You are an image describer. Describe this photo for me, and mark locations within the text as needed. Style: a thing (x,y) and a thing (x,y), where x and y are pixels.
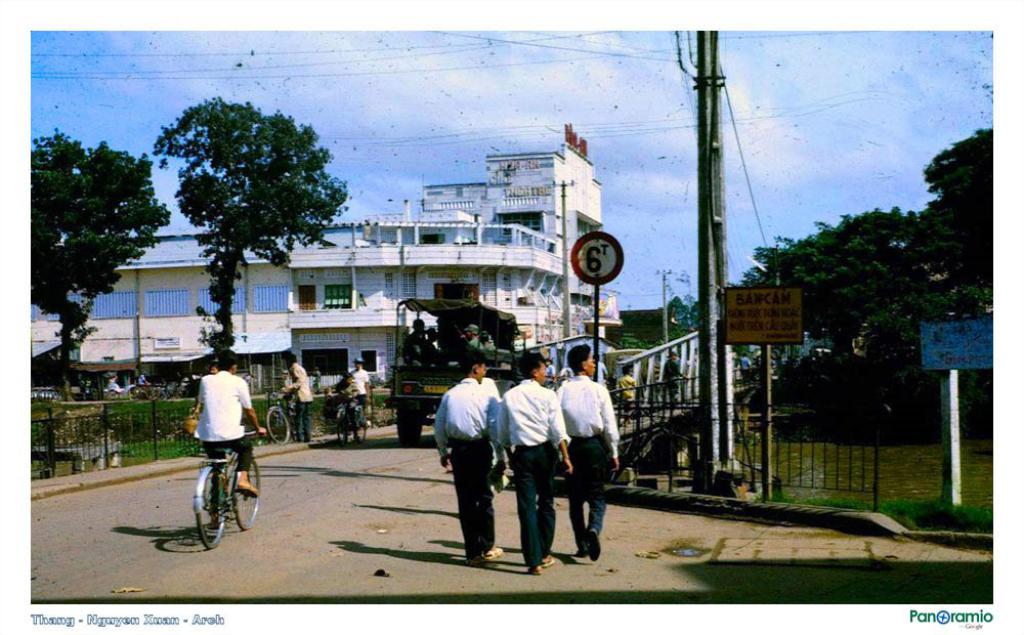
In this image I can see group of people (597,523) walking. I can also see few persons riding bicycles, background (358,331) I can see few vehicles (400,394), trees (44,276) in green color, a building (304,265) in white color. I can also see few electric poles (700,290) and the sky (472,77) is in blue and white color.
